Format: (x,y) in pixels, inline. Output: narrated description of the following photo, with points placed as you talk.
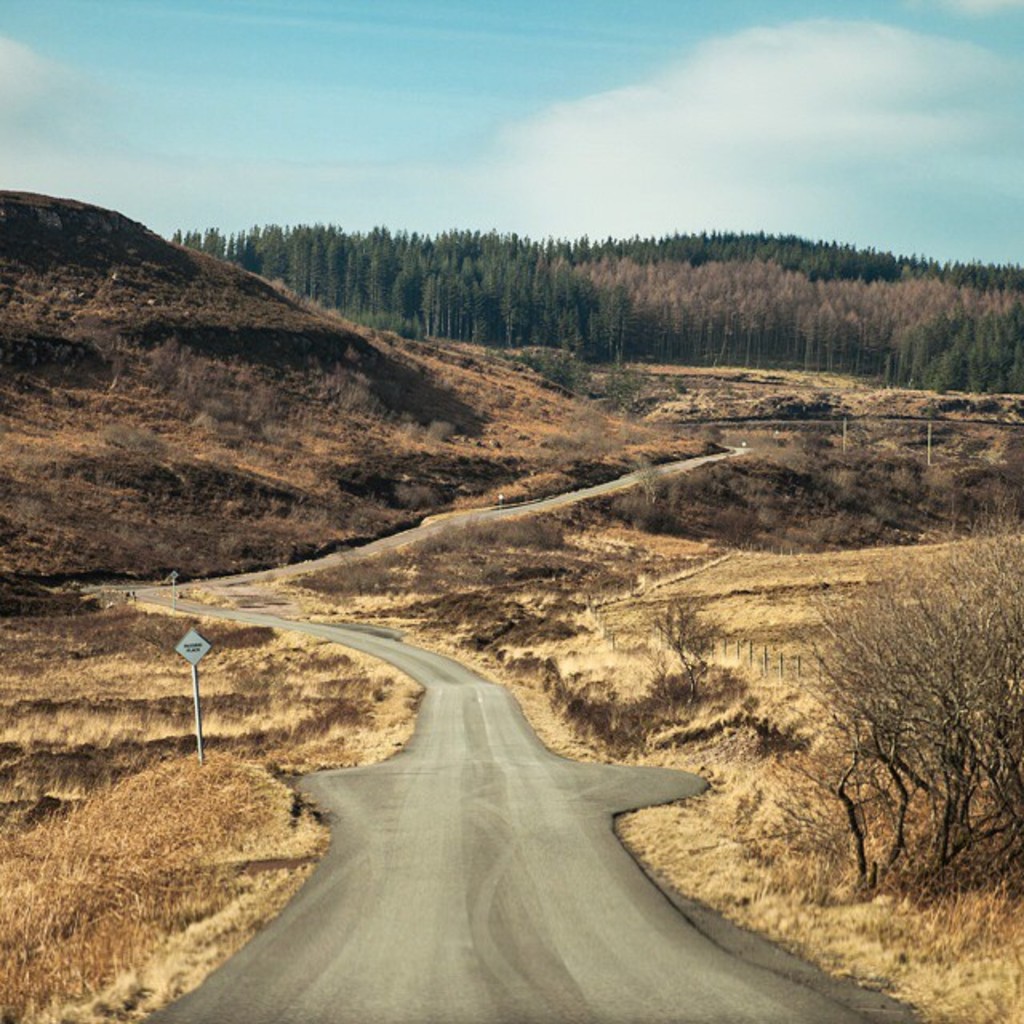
In this image in the middle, there is a road (567,875). On the right (894,671) there are trees (859,656), grass (856,565) and land (856,559). On the left (173,631) there are trees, hill (197,309), sign board (192,656) and land (217,799). At the top (527,138) there are sky (468,143) and clouds (588,188).
